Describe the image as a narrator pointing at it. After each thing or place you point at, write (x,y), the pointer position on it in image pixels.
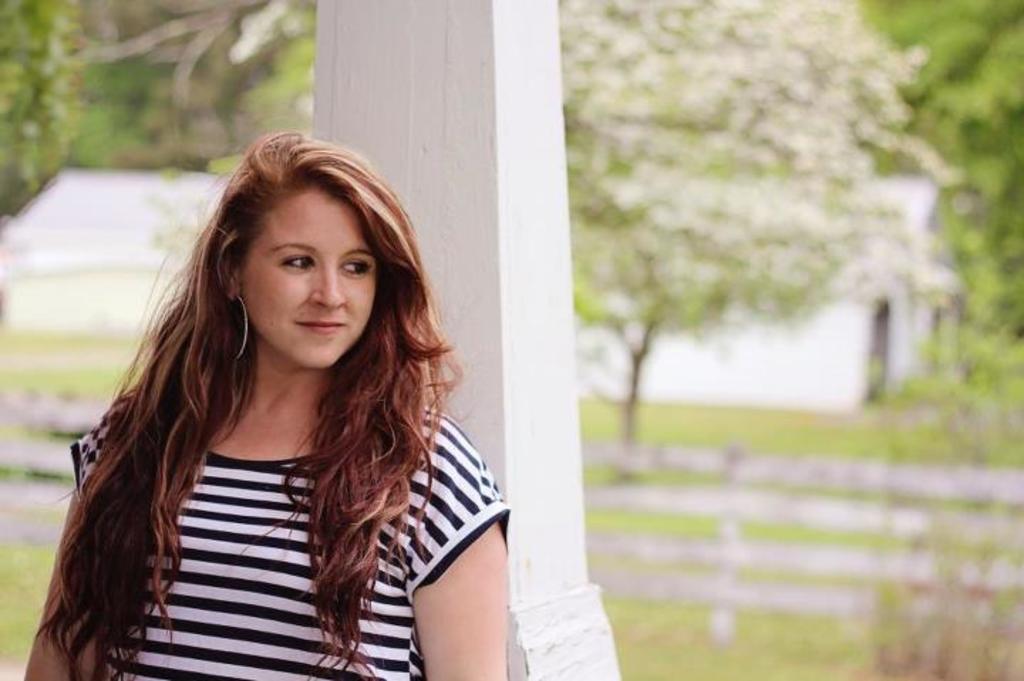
In this image we can see this person (451,445) wearing black and white T-shirt (204,641) is smiling and standing near the white color pillar (505,298). The background of the image (40,69) is blurred, where we can see the wooden fence (842,520), grass (824,441), house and trees (203,42).
